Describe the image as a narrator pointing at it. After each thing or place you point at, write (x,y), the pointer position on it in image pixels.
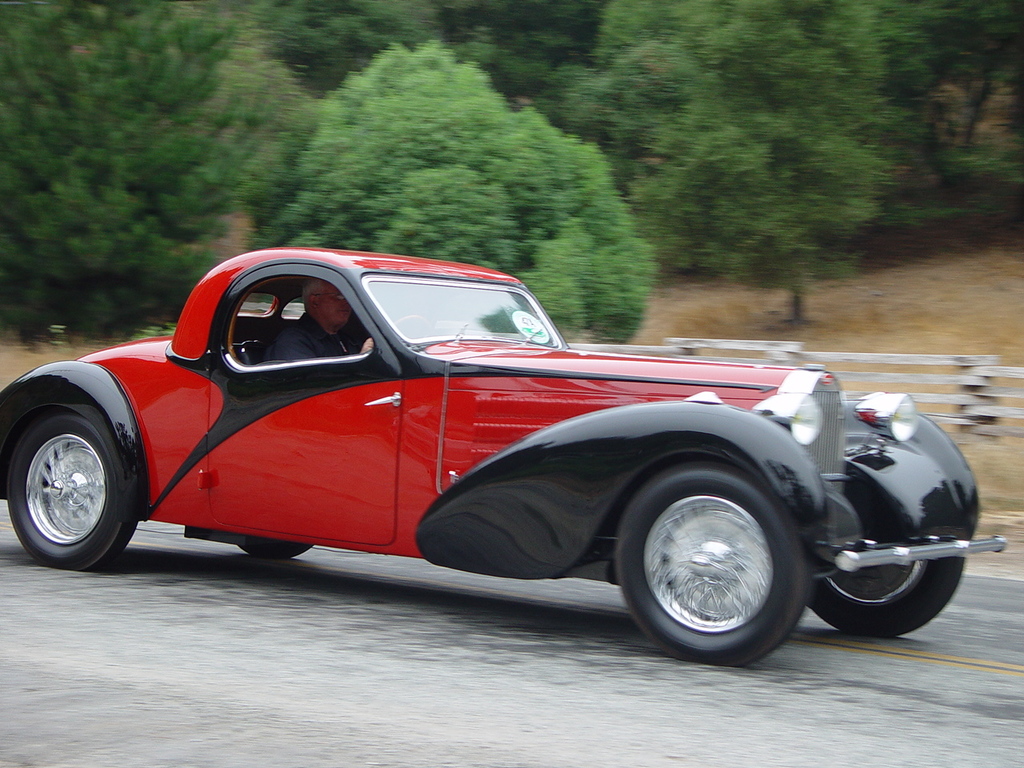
In the image we can see there is a car (482,431) moving on the road (478,706) and there is a person (308,299) sitting in the car (342,365). Behind there are trees (450,143) and there is a wooden pole fencing (1003,393).
